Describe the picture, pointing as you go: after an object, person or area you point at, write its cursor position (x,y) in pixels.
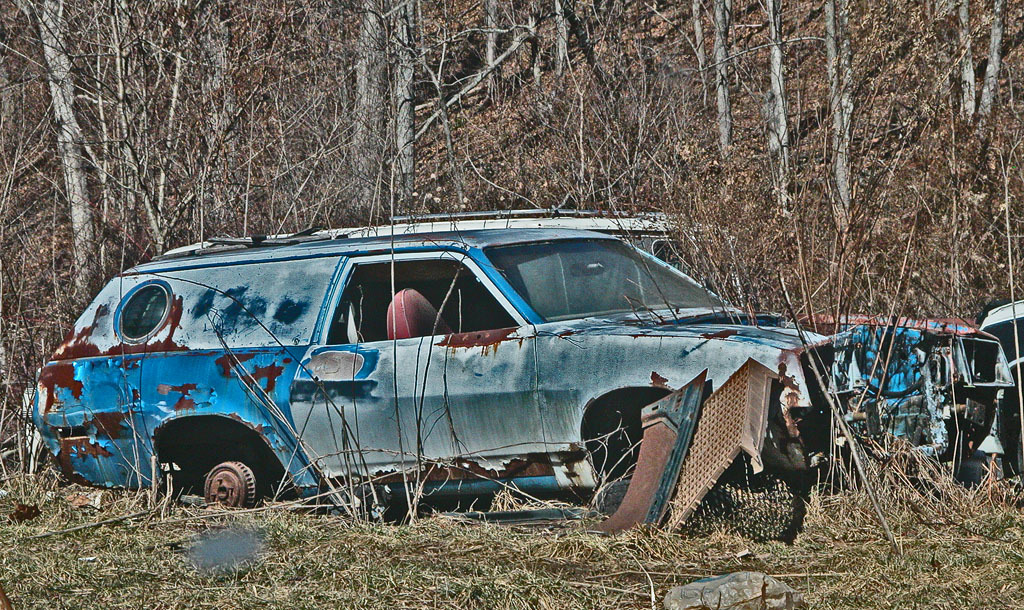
Here we can see abandoned vehicles (404,356) on the ground (422,535) and some other metal items (709,460). In the background (443,125) there are bare trees (443,125).
